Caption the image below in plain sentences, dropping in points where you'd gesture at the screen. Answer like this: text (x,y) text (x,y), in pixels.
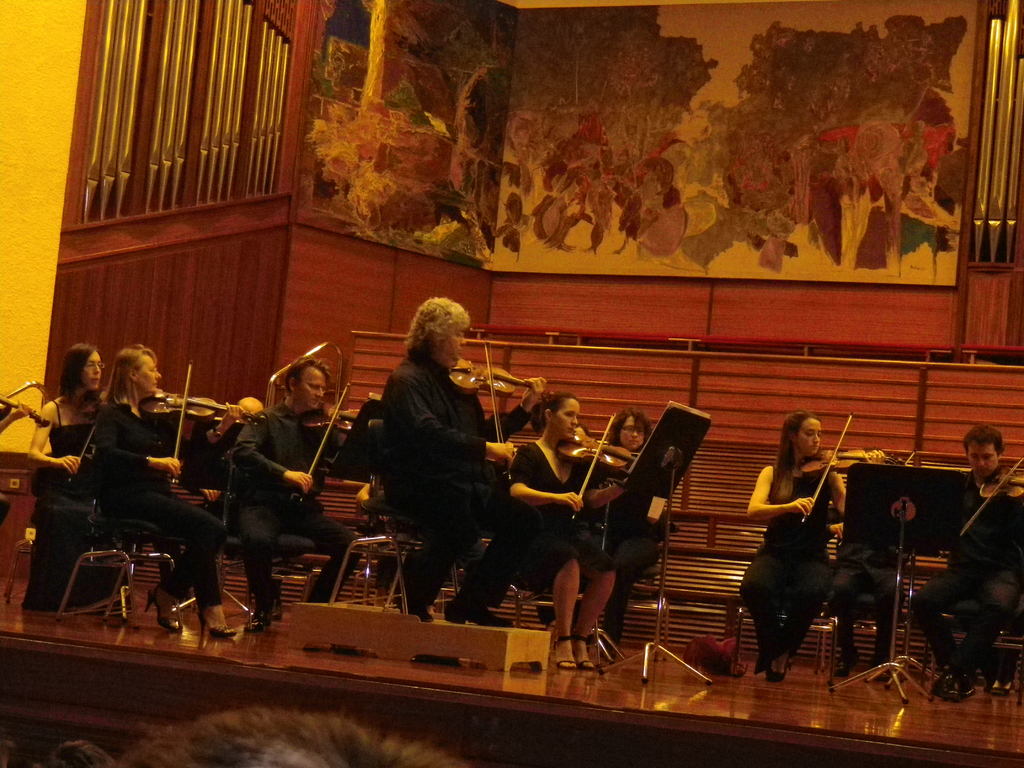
In this image we can see a group of people (408,482) sitting on chairs (382,516) playing a violin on a stage (141,702). Behind the persons (536,391) there is a wall (215,325) which contains a painting (594,129) on it.
